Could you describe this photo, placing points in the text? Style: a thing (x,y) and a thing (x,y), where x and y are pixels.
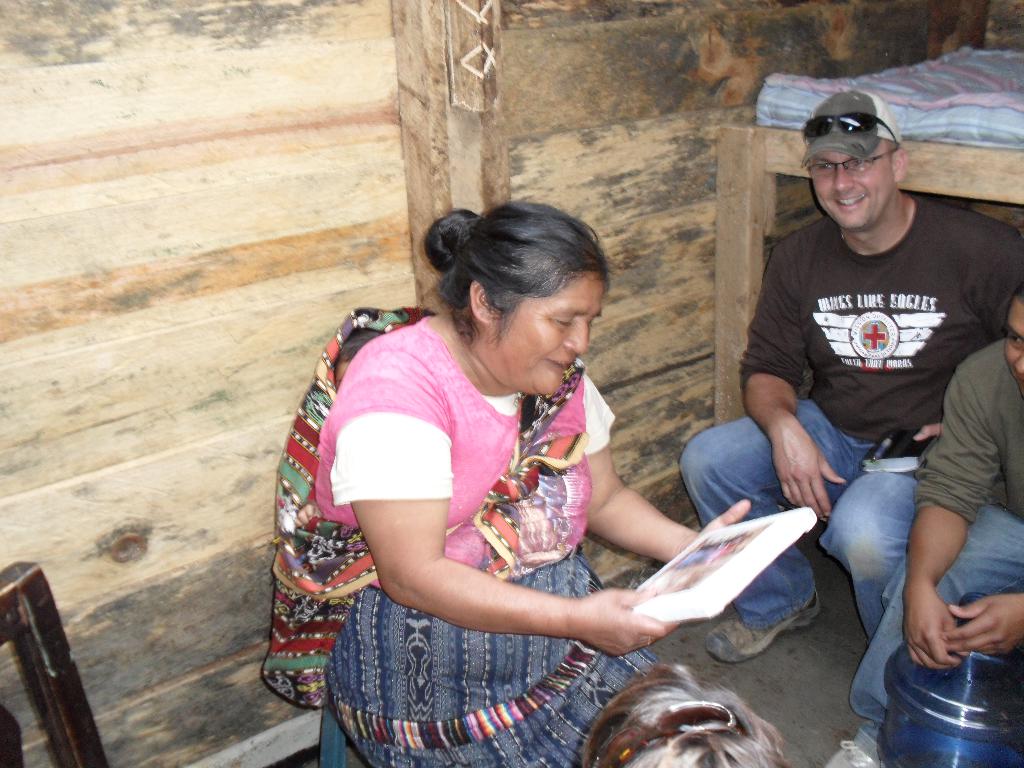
There are few people (787,608) sitting. A woman (550,558) is holding something in the hand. And a man (784,331) is wearing specs (859,132). In the back (561,98) there is a wooden wall (429,40).
